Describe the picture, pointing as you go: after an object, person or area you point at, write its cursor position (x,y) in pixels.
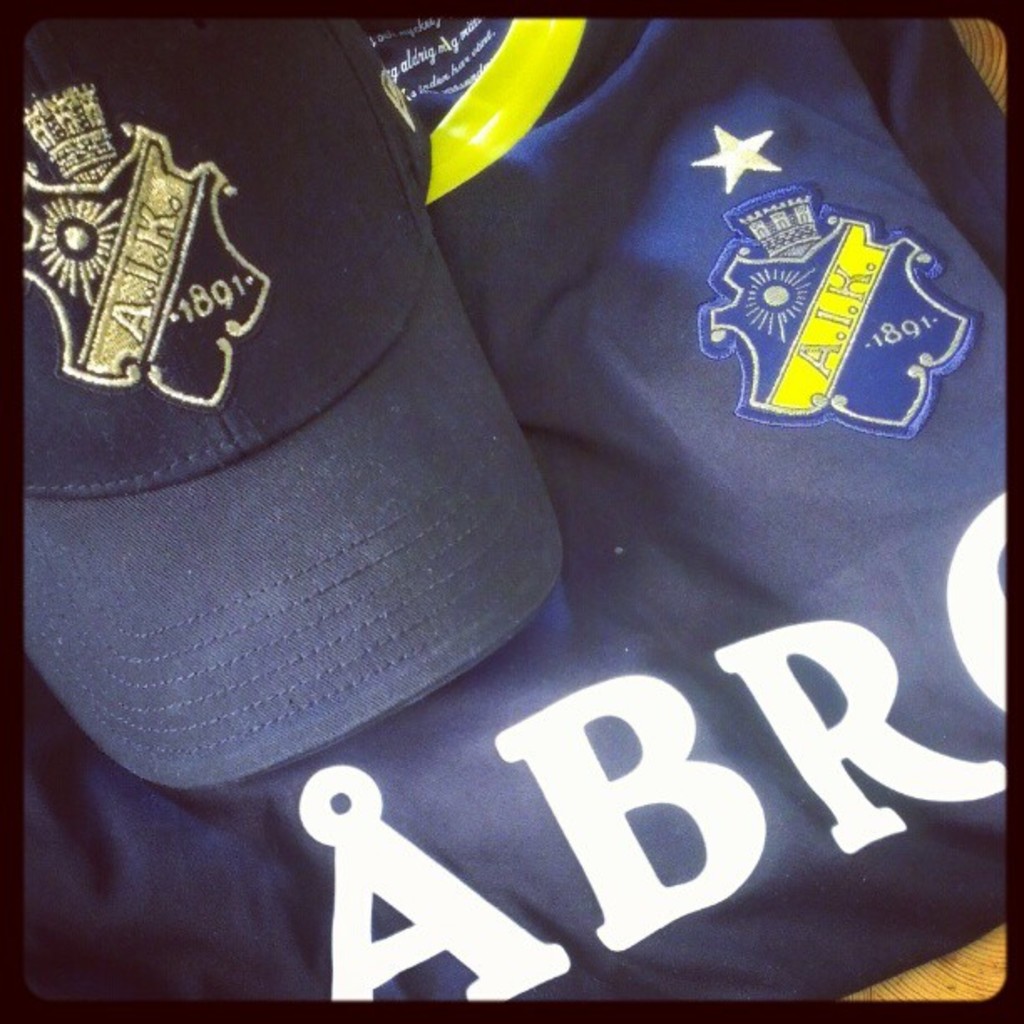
In this image, I can see a cap (353,657) and T-shirt (772,537) on an object (948,965).
